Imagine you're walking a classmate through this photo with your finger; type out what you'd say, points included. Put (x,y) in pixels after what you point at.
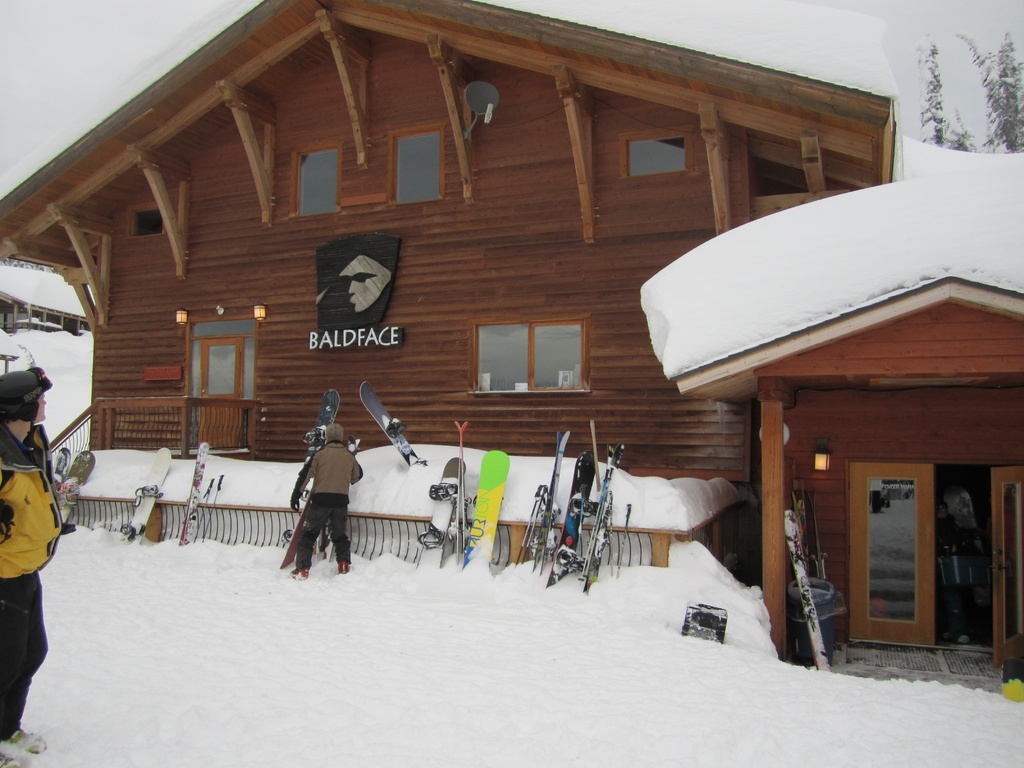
In the center of the image (552,339) there are sheds (883,373). At the bottom (386,669) there is snow (440,683) and we can see people (10,641). There are ski boards (487,542) placed on the fence (387,531). In the background (1003,10) there is sky (1003,10).
